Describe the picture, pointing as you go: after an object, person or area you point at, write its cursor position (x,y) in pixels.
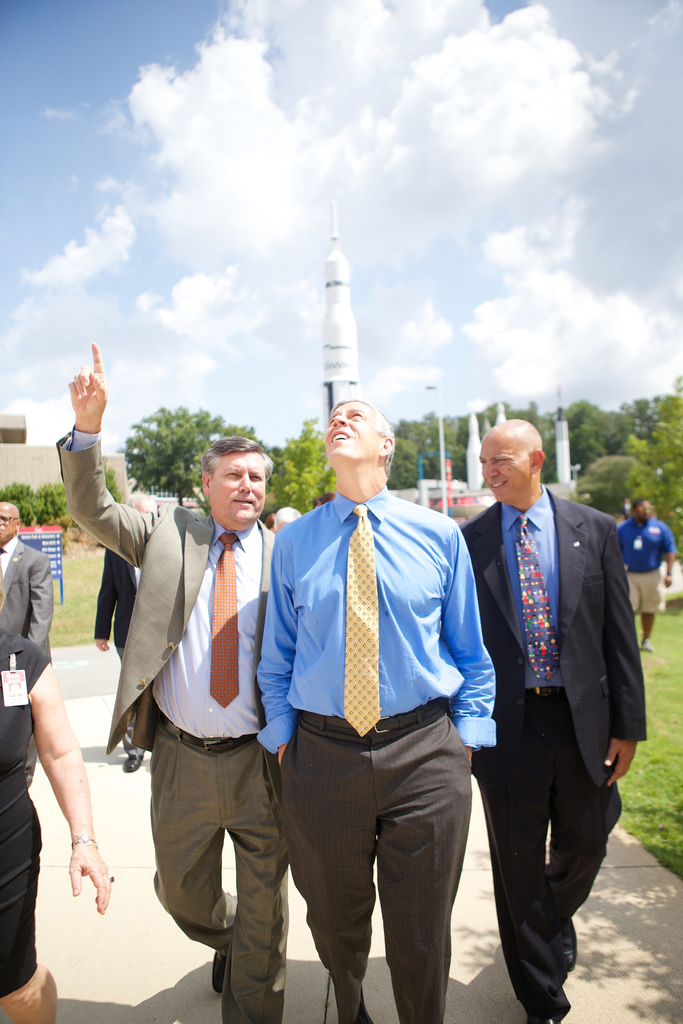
In this picture there are three old man (438,686) walking and one is looking to sky (305,257). Behind there is white color rocket (347,389) and some trees (250,438) around it.
